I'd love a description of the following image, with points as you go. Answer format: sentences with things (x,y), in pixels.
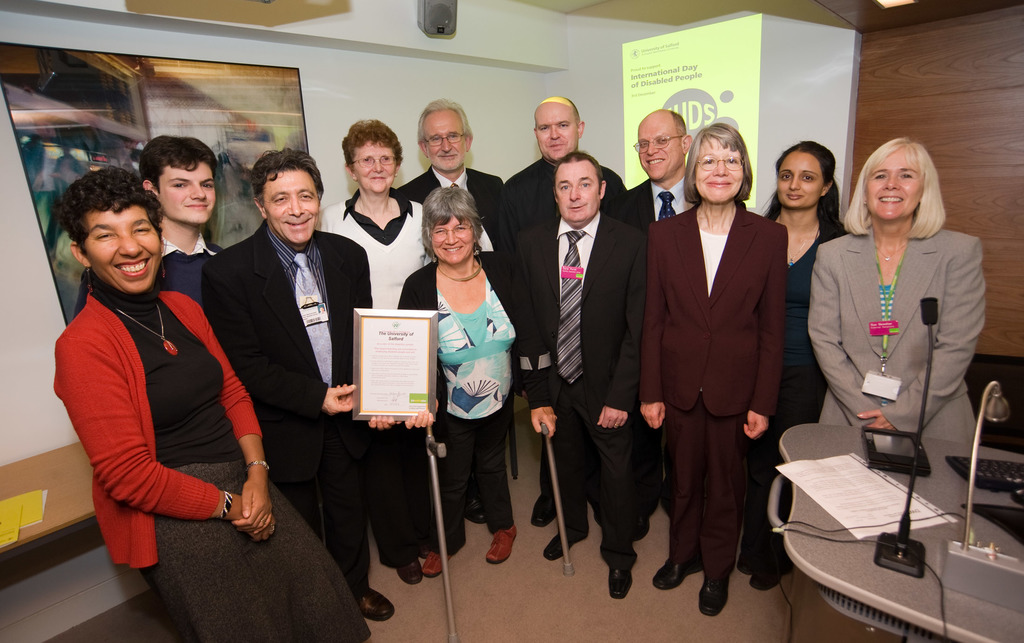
In this image I can see a group of people (455,299) standing and smiling. On the bottom right corner of the image (956,474) we have a table (945,542). On the table (920,533) we have microphone (918,443), a book (885,482) and other stuff (1014,473) on it. Behind these people (670,126) we have projector screen (696,71) and on the left side of the image (317,390) a man (294,315) and a woman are holding a certificate (361,393).
